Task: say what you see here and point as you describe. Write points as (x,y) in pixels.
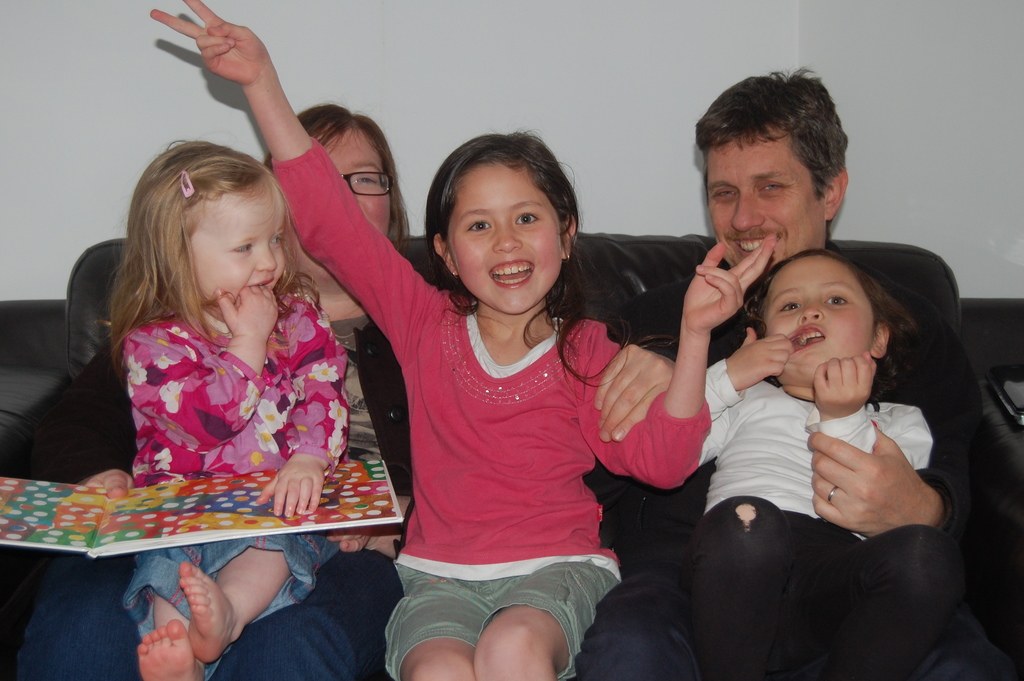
In this image I can see group of people (273,351) sitting on the couch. In front (493,461) the person (491,417) is wearing pink and cream color dress (485,530) and I can also see the board (197,511) in multi color. Background (637,64) the wall (495,87) is in white color.
